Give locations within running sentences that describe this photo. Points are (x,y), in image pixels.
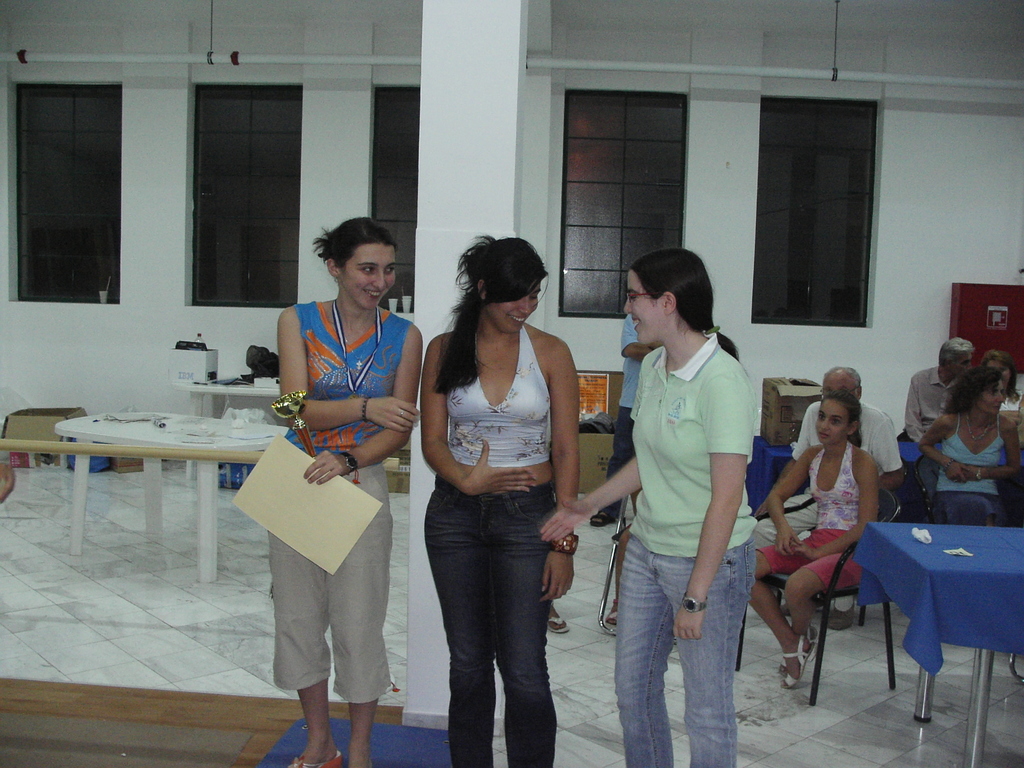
This picture describes about group of people (824,443), some people (971,471) are seated on the chair (827,616) and some are standing. In the left side of the image (298,493) a woman (366,411) holding a paper (306,467) and a shield (296,402) and also we can see some boxes (778,402) on the table (765,449).
